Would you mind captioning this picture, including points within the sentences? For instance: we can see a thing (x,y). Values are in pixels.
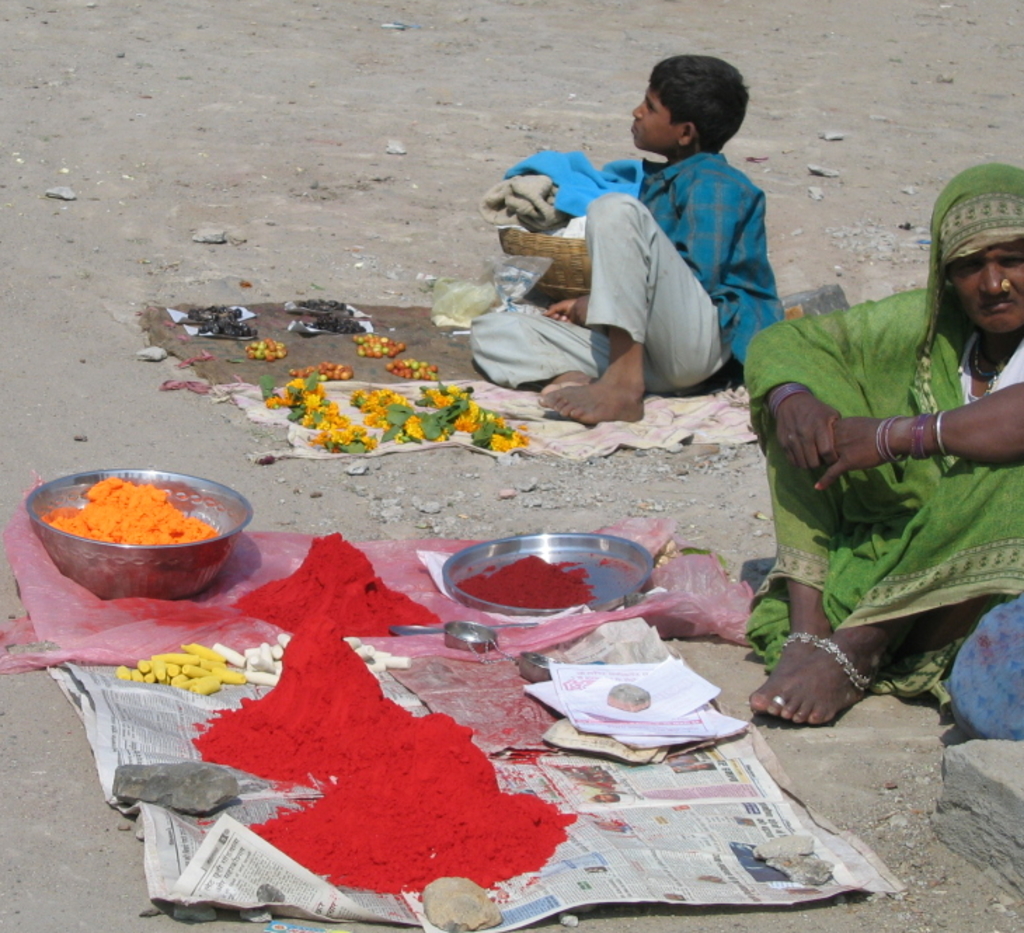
At the bottom of the image (609,853) on the ground (69,802) there are papers (608,791). On the papers (275,784) there are stones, scoops (477,643), and also there are some other things (407,826) on the paper (647,890). And also there is a plate (601,600) and a bowl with colorful items (155,527) in it. On the right side of the image (911,372) there is a lady (939,349) sitting. Beside her there is a boy (637,206) sitting on the cloth (609,423). And on the cloth (422,380) there are flowers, fruits (383,344) and some other things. Beside the boy (598,267) there is a basket (541,247) with few items (532,221) in it.
